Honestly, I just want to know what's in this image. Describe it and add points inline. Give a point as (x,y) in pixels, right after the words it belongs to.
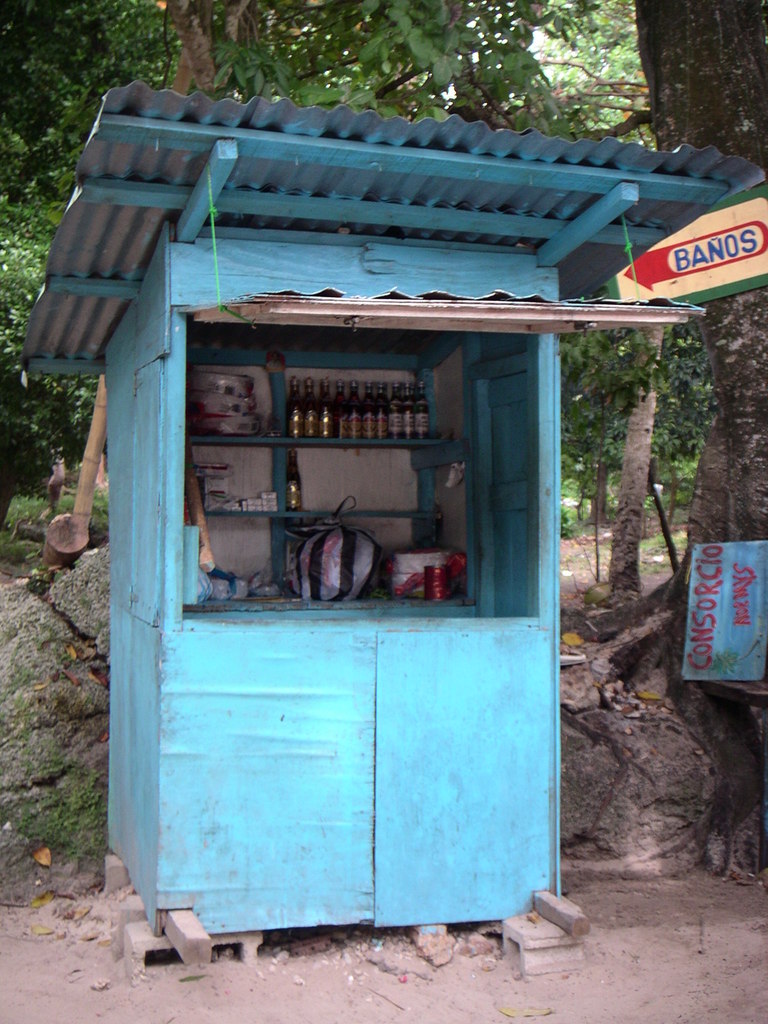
In this image I can see the stall (263,246) which is in blue color. I can see the bottles (370,409) and many objects (318,565) in it. To the right (759,556) I can see the boards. In the background (600,121) there are rocks (103,653) and many trees (717,13).
